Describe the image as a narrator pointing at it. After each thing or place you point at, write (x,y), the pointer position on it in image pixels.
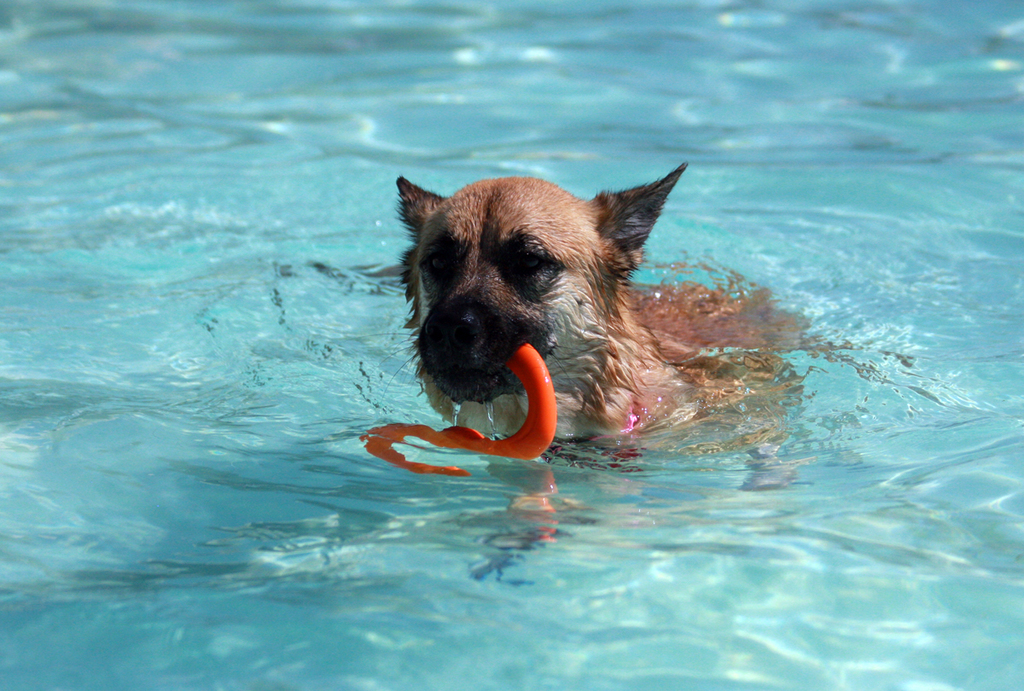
In this image there is a dog (632,371) holding an object (539,381) in the water (182,244).
